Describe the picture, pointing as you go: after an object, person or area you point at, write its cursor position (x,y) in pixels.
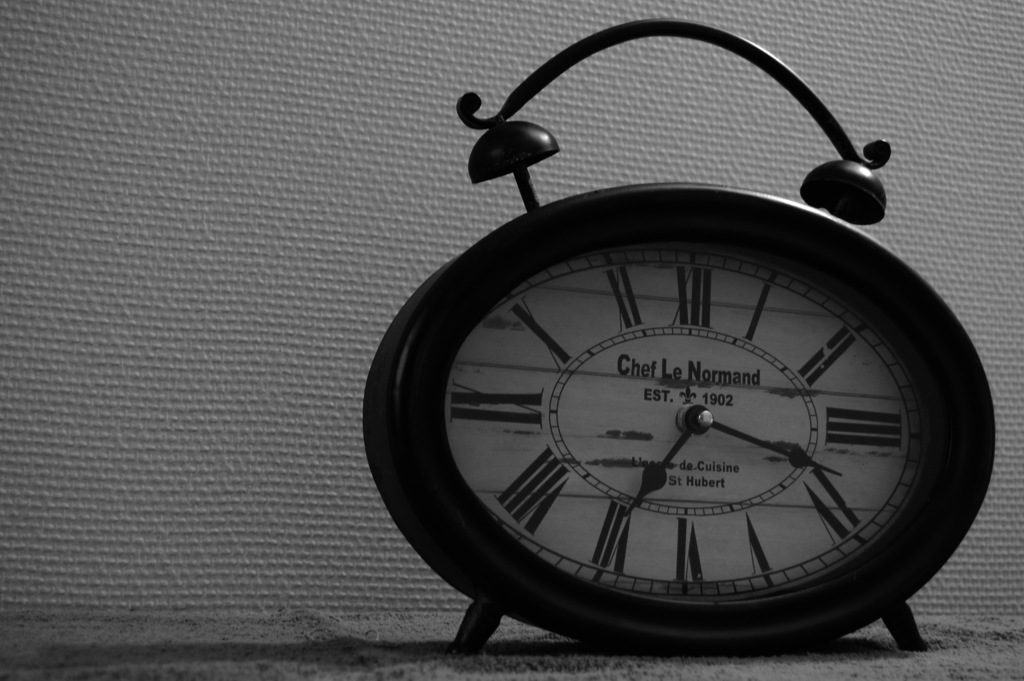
In this image there is a clock (533,374) on the sand (710,660). Behind the clock (725,469) there is a wall (234,425).
